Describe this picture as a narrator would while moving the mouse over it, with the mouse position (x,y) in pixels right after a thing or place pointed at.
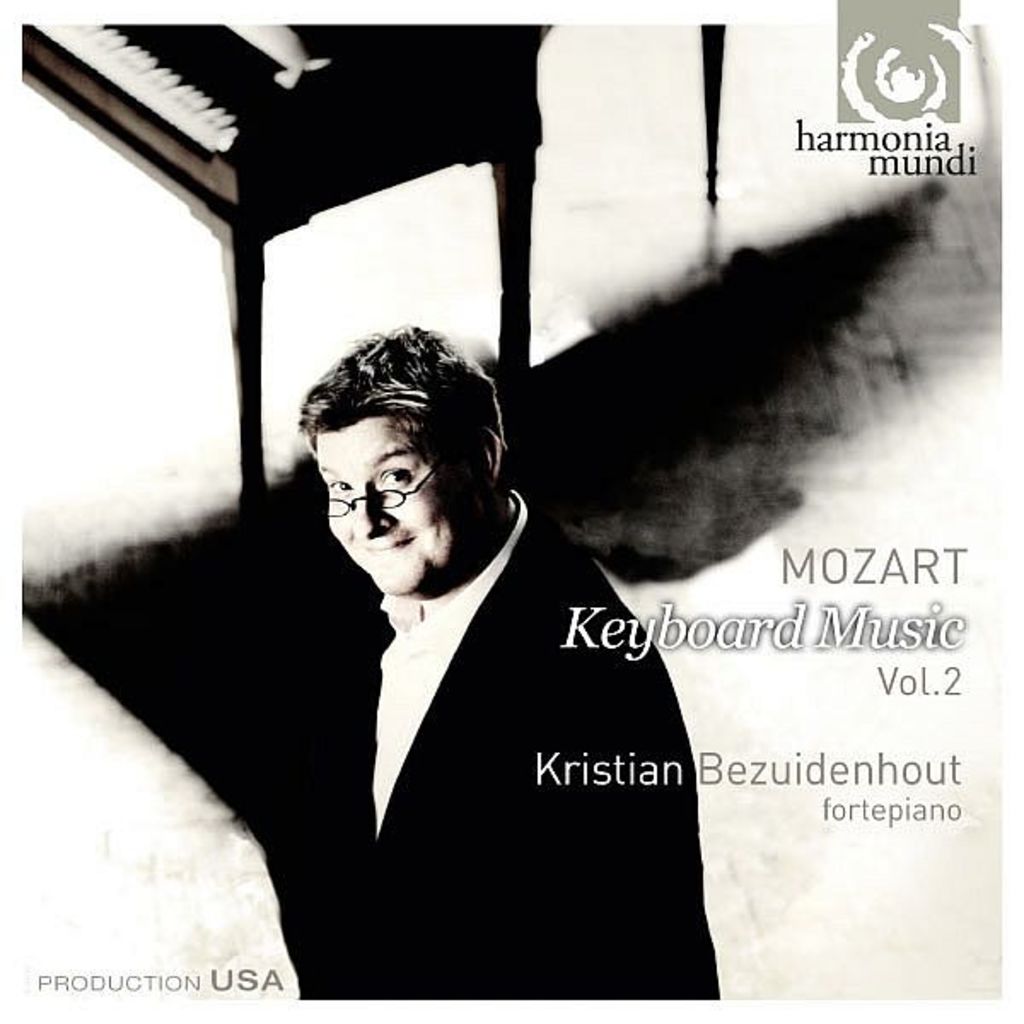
In this picture we can see a man (480,381) wearing spectacles (422,485). Behind him we can see a piano (518,287). On the right side of the picture (891,676) there is something written. In the top right corner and in the bottom left corner of the picture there is something written.
